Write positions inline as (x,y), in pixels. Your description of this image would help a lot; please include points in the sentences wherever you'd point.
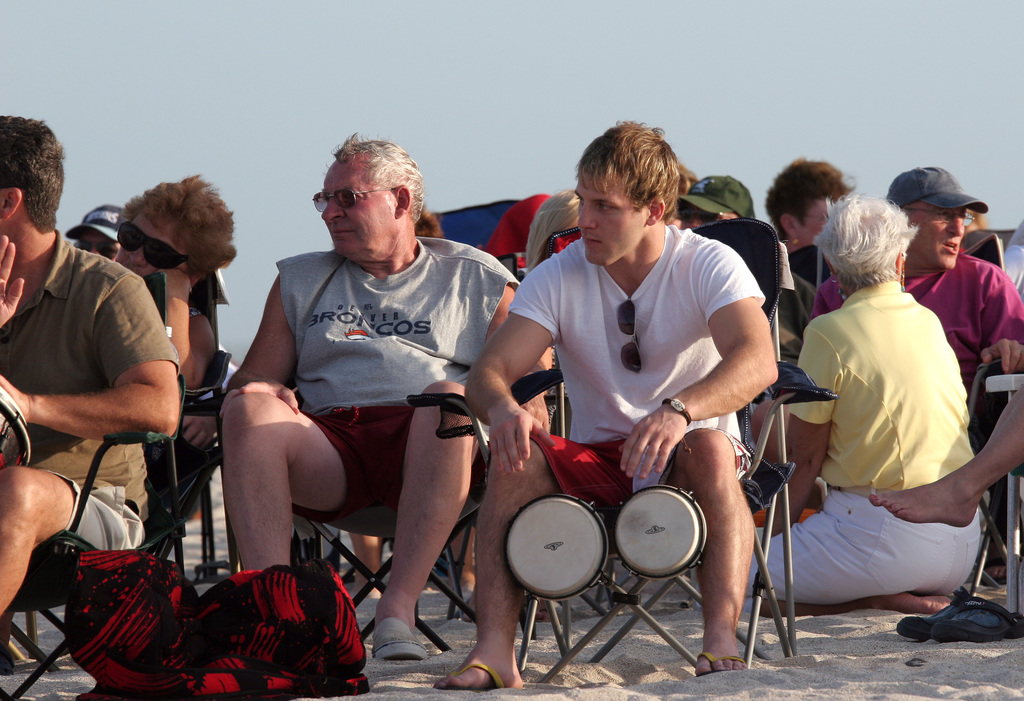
Few people (586,457) are sitting on the chairs (202,401) at the bottom (835,643) it's a sand (827,645) and a sky (698,108) in the top (366,117).
